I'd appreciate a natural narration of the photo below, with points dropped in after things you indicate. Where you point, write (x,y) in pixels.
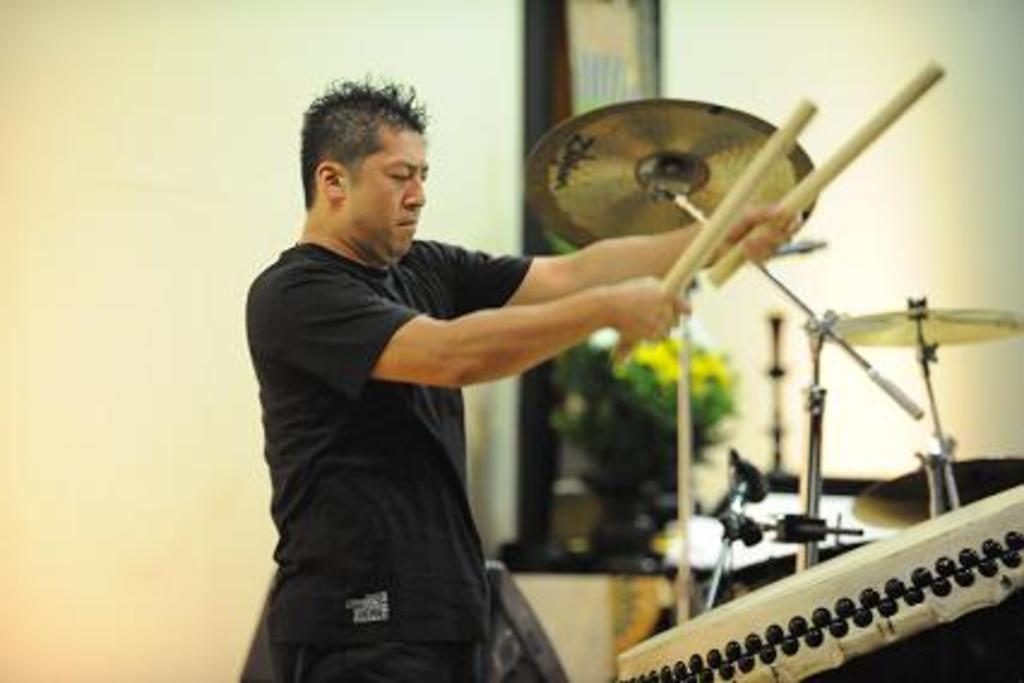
This picture is clicked inside. In the center (408,360) there is a person (330,402) wearing a black color t-shirt (497,297), holding sticks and seems to be standing on the ground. On the right (857,585) we can see the musical instruments (906,530) and in the background (785,17) there is a wall (408,5), houseplant (642,375) and the metal stands (740,517).
